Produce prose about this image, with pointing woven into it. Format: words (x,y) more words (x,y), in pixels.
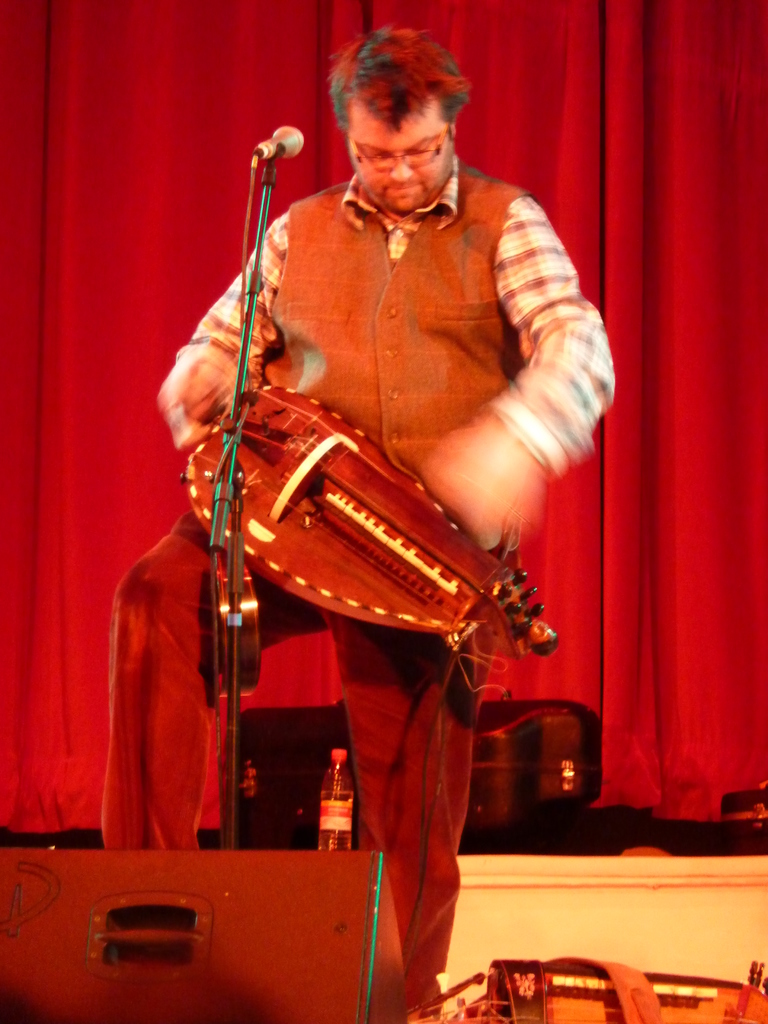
In the middle of the image (425,394) we can see a man (272,378), he is standing in front of the microphone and he is holding a musical instrument (323,552), behind him we can see a bottle (335,806) and curtains (227,244).
